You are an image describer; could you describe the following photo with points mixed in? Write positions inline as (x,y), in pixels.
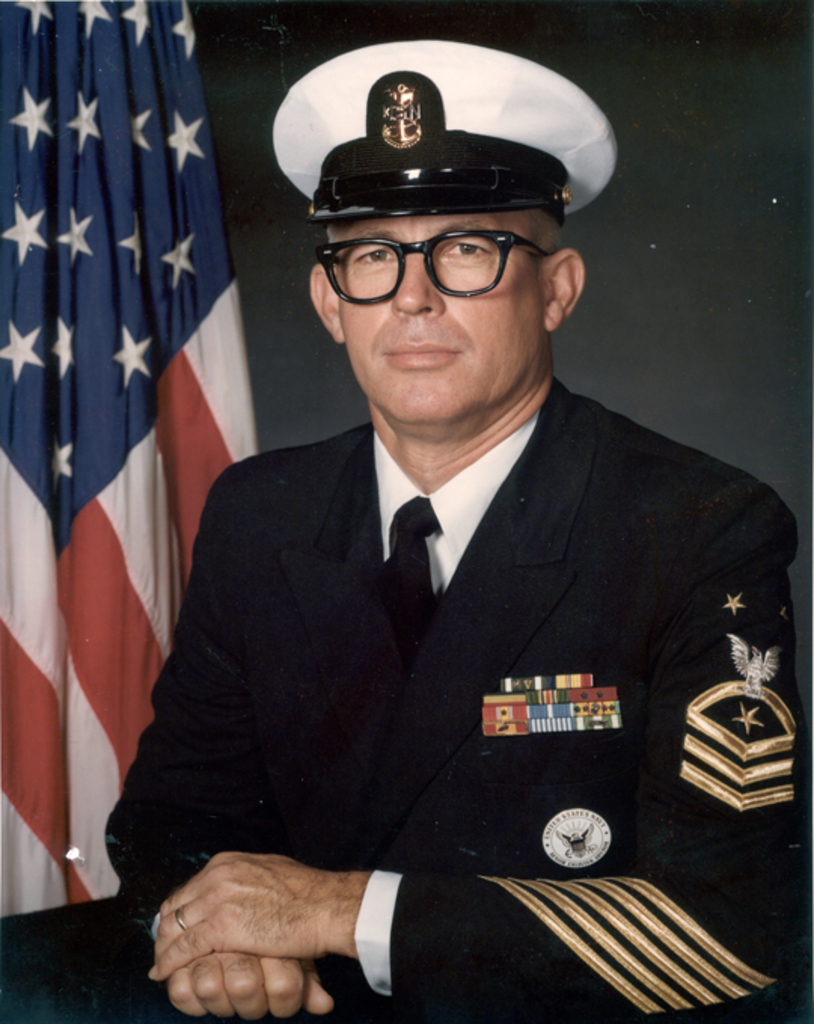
In the center of the image (375,633) we can see a man (464,530) is sitting and wearing a uniform (479,492), spectacles (457,263), cap (596,172). On the left side of the image (80,491) we can see a flag (109,383). In the background of the image (718,310) we can see the wall (809,423).
